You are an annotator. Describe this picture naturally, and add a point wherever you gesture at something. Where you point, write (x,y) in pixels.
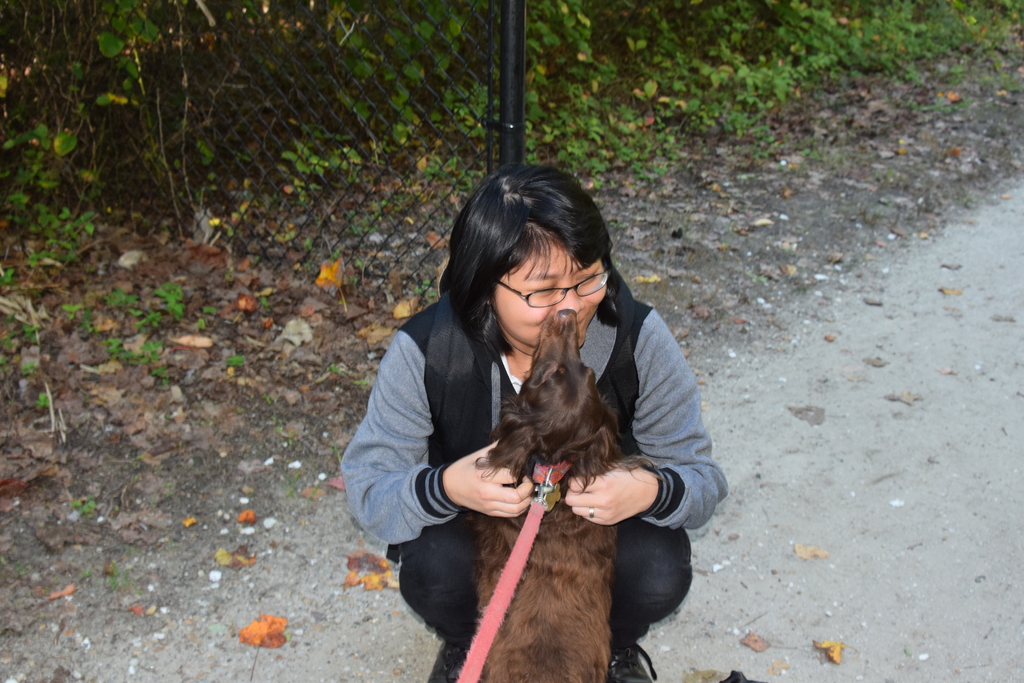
As we can see in the image there are trees (158,34), fence (287,100), some leaves (245,304) on road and the women (449,264) who is sitting over here is wearing black color dress (473,400) and holding a dog (555,576).
